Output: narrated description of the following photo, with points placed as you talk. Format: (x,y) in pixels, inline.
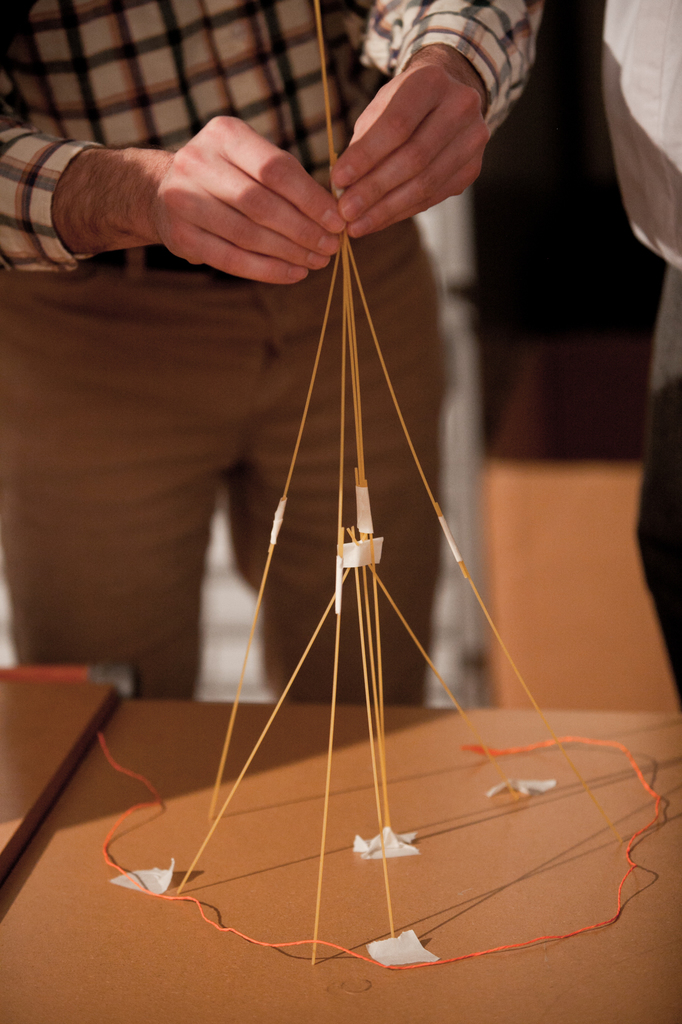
In this image I can see one person (259,279) is standing and I can see this person (393,265) is holding few spaghetti sticks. I can also see few tables (111,796) in the front (589,821) and on the right side of this image (628,44) I can see something like person (638,20).
